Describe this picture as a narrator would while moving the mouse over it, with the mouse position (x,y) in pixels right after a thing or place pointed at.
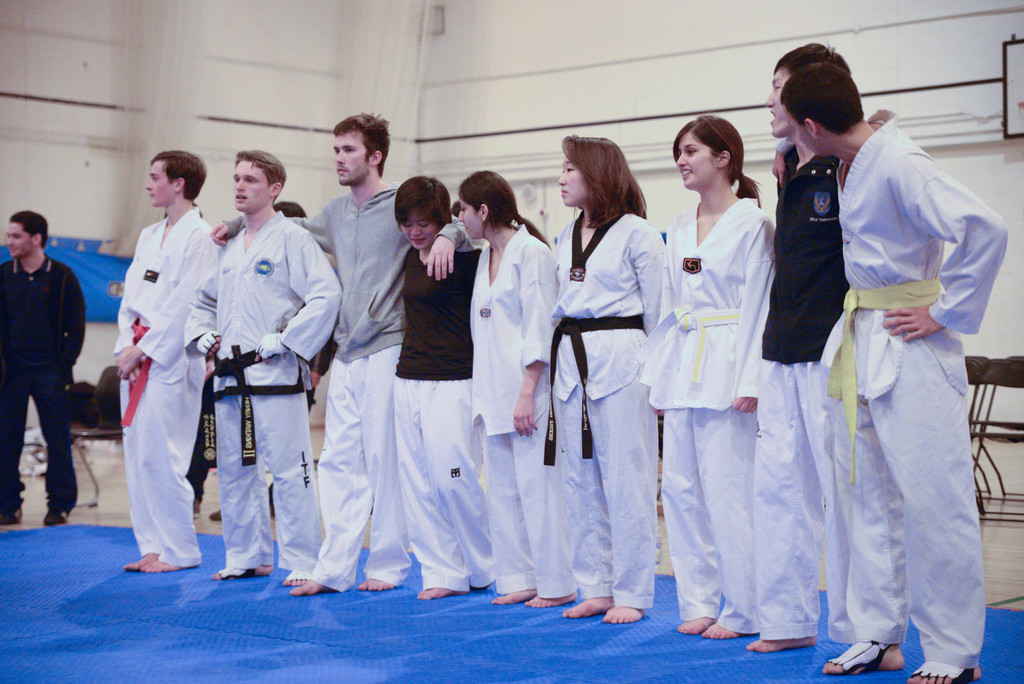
In the image there are a group of people (458,392) standing on a blue carpet (180,642), most of them are wearing karate costumes (739,378) and beside the carpet (44,540) there is a man (49,326) and he is wearing black dress (58,335). In the background (160,14) there is wall (856,63) and in front of the wall (988,398) there are few chairs (1017,372).
